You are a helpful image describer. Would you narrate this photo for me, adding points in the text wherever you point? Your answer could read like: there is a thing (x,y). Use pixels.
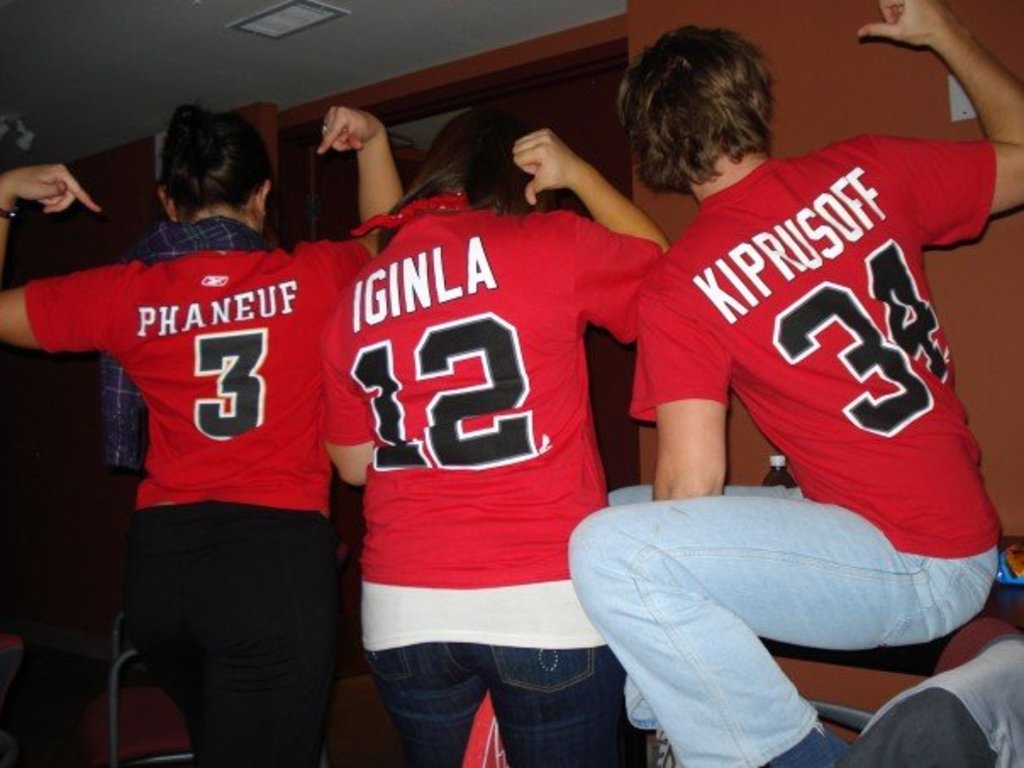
In this picture I can see there are three persons (874,442) in the image, the person (741,682) sitting on right side (882,486) is wearing a red shirt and the other two women (264,365) are wearing red color shirts (550,358) and there is a number (256,399) behind the shirt (639,332) and there is a wall (157,141) and a door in the backdrop (820,64).
